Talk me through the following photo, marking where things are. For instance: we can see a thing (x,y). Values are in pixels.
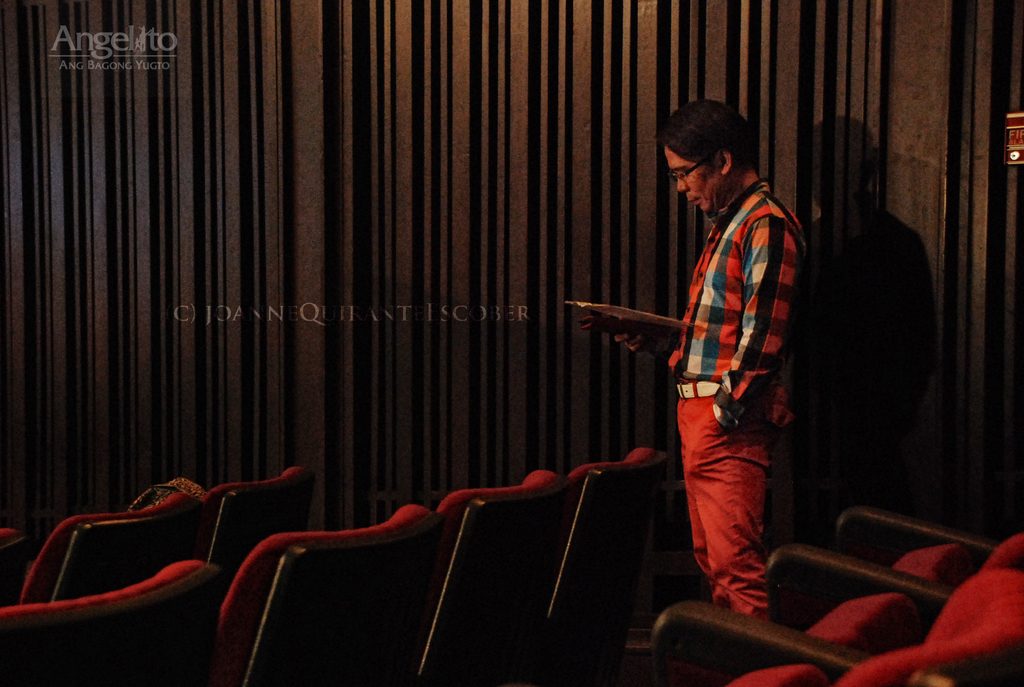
In this image there is a man (714,418) standing near the chairs (558,536) which are in front of him. At the background (744,62) there is a wall (604,70) with a design (447,87) on it. The man (677,353) is holding the papers (614,312).
